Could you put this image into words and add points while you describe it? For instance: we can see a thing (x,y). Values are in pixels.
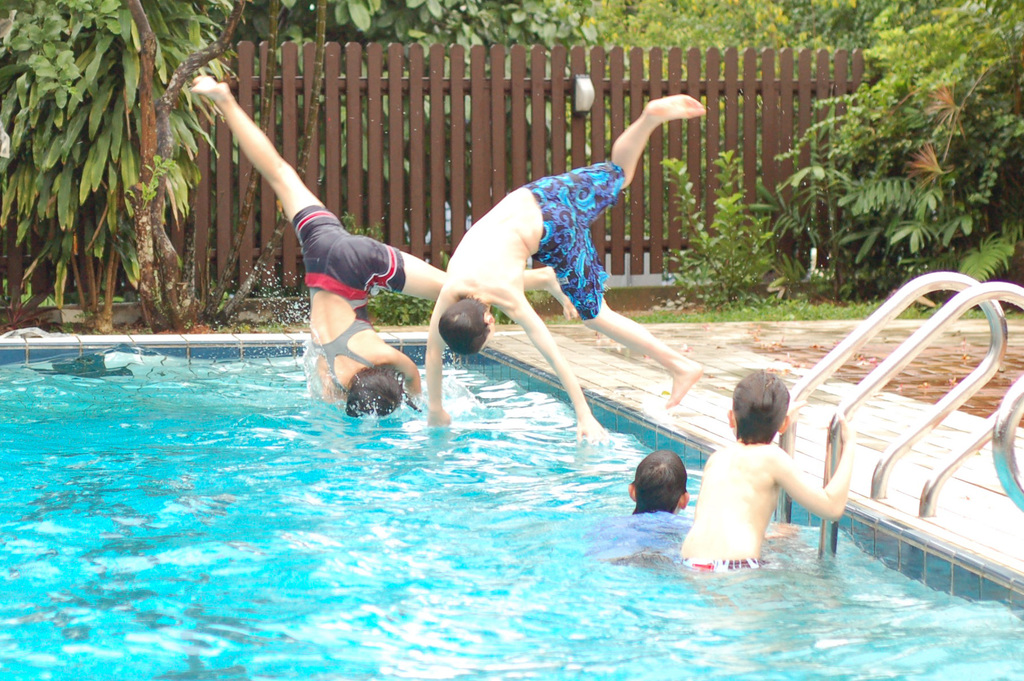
In this picture, we see two men (376,333) are jumping into the water (459,421). Beside them, we see two people (674,521) are swimming in the swimming pool (271,501). Behind the pool (443,458), we see a fence (475,175). There are trees (153,90) in the background (96,101).
